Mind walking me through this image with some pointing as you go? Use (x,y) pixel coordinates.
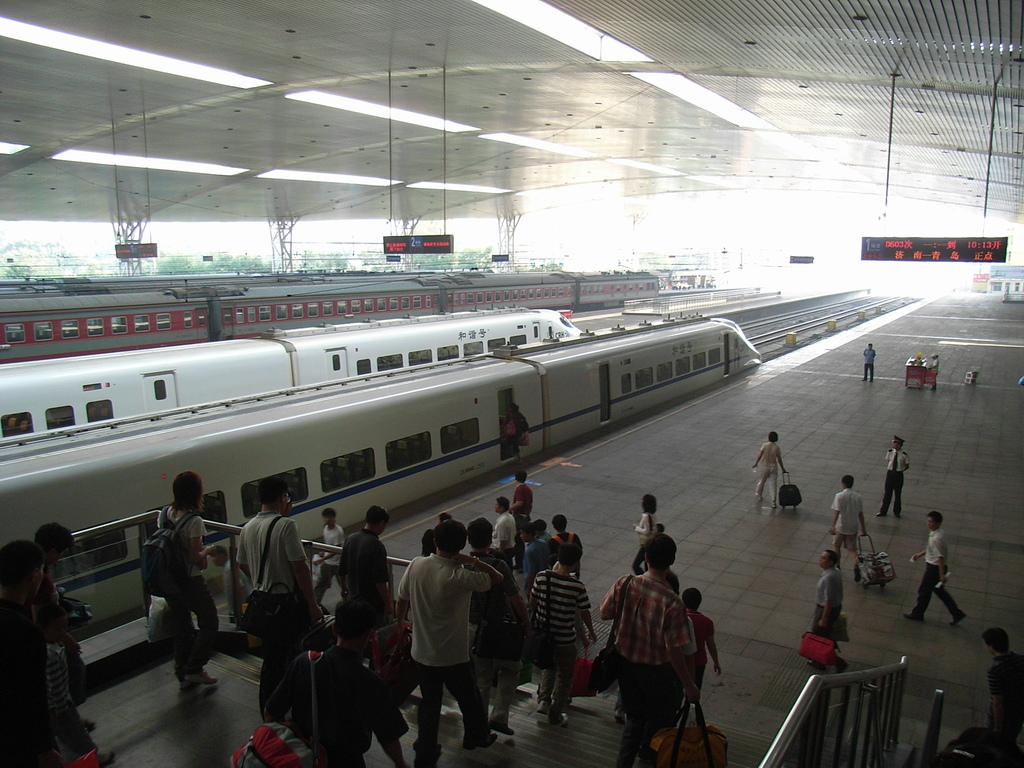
In this image in front (637,696) there are people (333,678) walking on the stairs (583,719). There are railings (939,697). There are people (856,538) standing on the platform (837,483). In the center of the image (471,310) there are trains (512,368). There are display boards (944,252). On top of the image (328,105) there are lights (315,95).
